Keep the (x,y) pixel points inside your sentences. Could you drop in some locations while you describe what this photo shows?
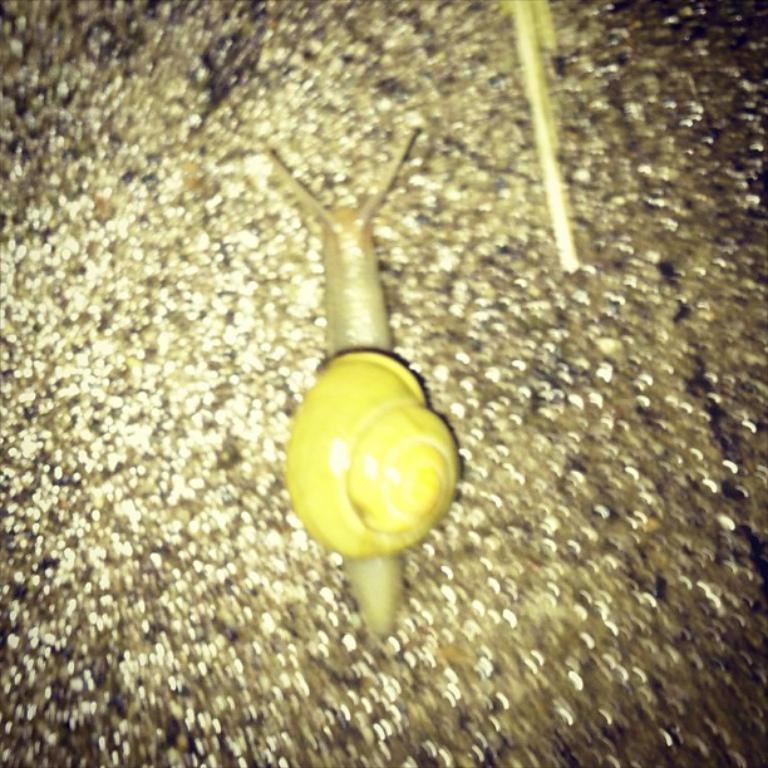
In this image there is an object (384,470).
